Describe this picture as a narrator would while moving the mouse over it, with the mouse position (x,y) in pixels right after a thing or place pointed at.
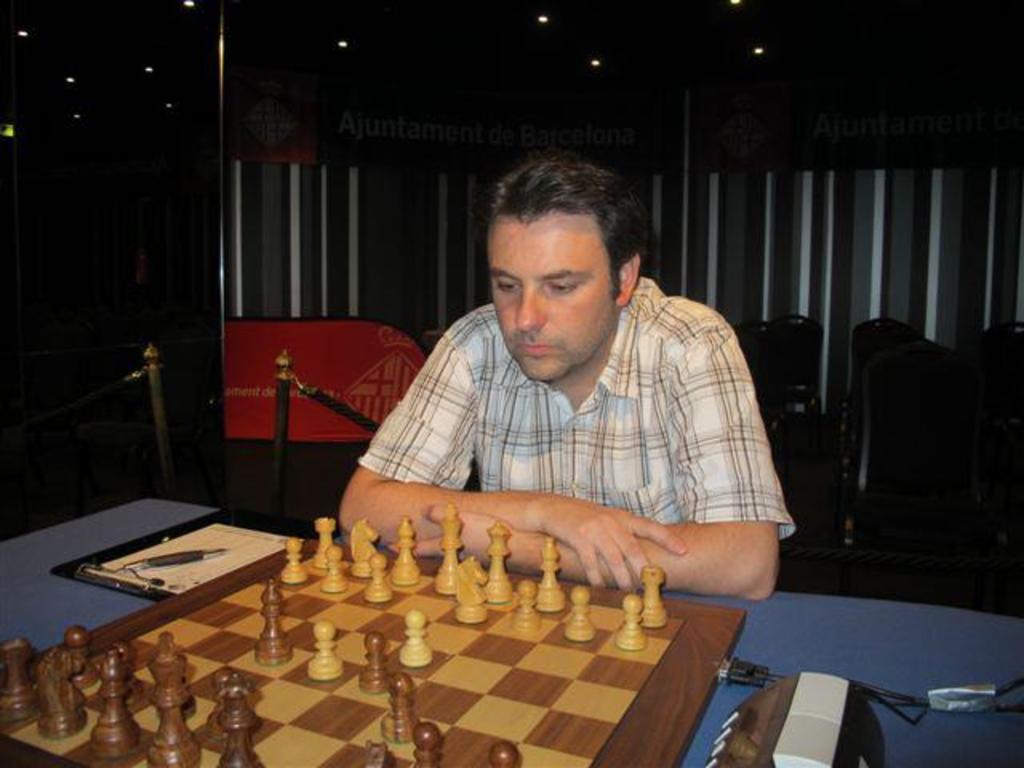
There is a person (611,405) sitting. In front of him there is a table (804,615). On the table (852,615) there is chess board (606,696) with chess pieces (383,666), writing pad (154,591), paper (222,561), pen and some other things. In the back (269,411) there are poles (286,383) with ropes (351,417), chairs (771,370) and banners (640,97).
